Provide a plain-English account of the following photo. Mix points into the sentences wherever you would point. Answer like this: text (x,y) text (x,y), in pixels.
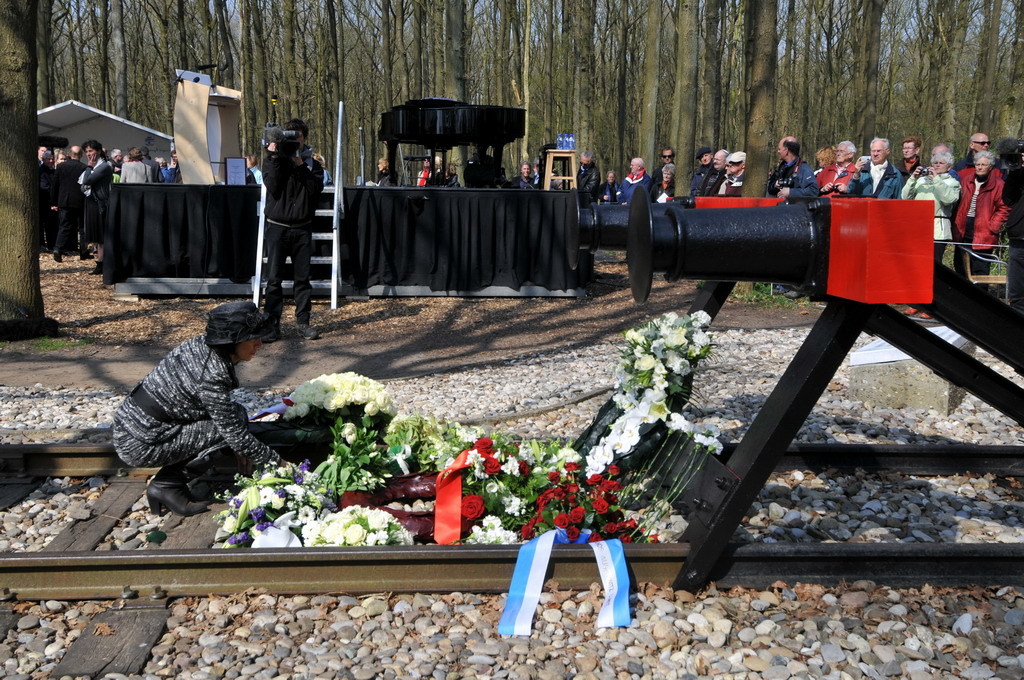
In this image I can see the track (465,581). On the track (488,585) there are many flower bouquets (437,530) which are in white and red color. To the left (166,449) I can see the person (186,447) on the track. To the right (717,287) there are some rods (801,266). In the back (865,170) I can see the group of people (703,168) wearing the different color dresses (316,191) and one person (300,190) is holding the camera (294,141). I can also see the black color curtain (465,236) to the stage (475,192). In the back (462,50) there are many trees (499,57) and the sky (475,8).
